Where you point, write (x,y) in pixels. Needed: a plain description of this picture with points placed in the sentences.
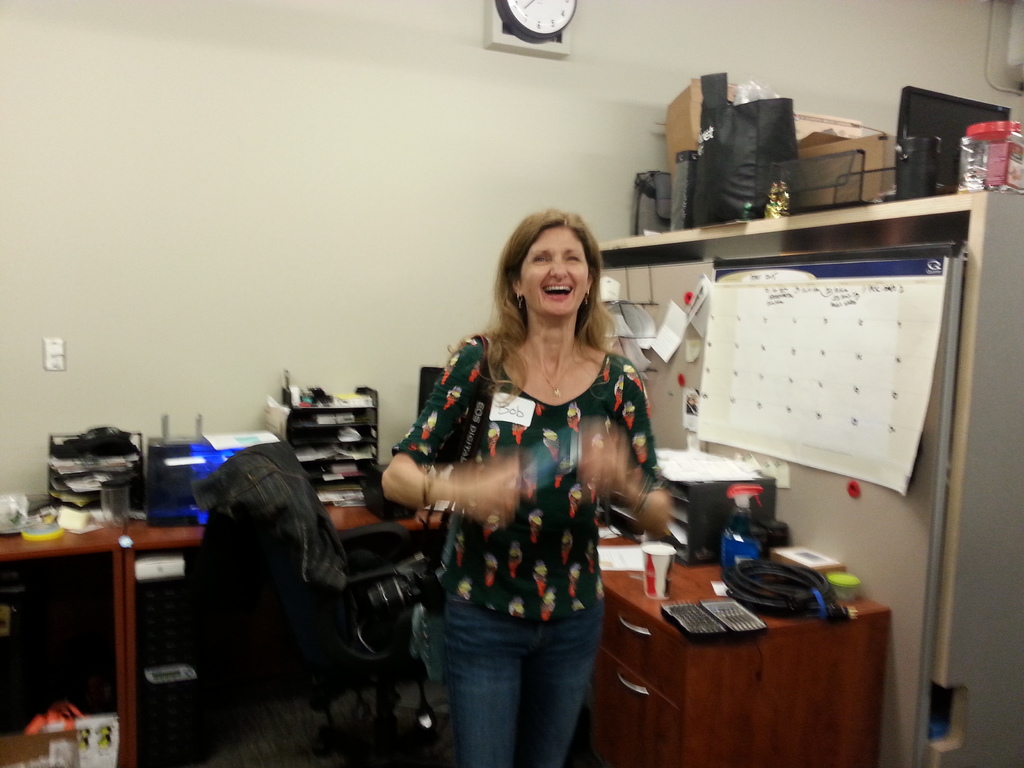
In this image, we can see a woman (560,395) smiling and wearing few objects (465,419). Beside her, we can see a calendar (885,415) and few posters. In the background (358,644), we can see a desk (89,624), chair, wall (200,387) and clock (526,20). On the desk (618,564), there are few objects (695,556) placed. On the right side of the image (946,209), we can see few things (980,120) are placed on an object (1013,397).
